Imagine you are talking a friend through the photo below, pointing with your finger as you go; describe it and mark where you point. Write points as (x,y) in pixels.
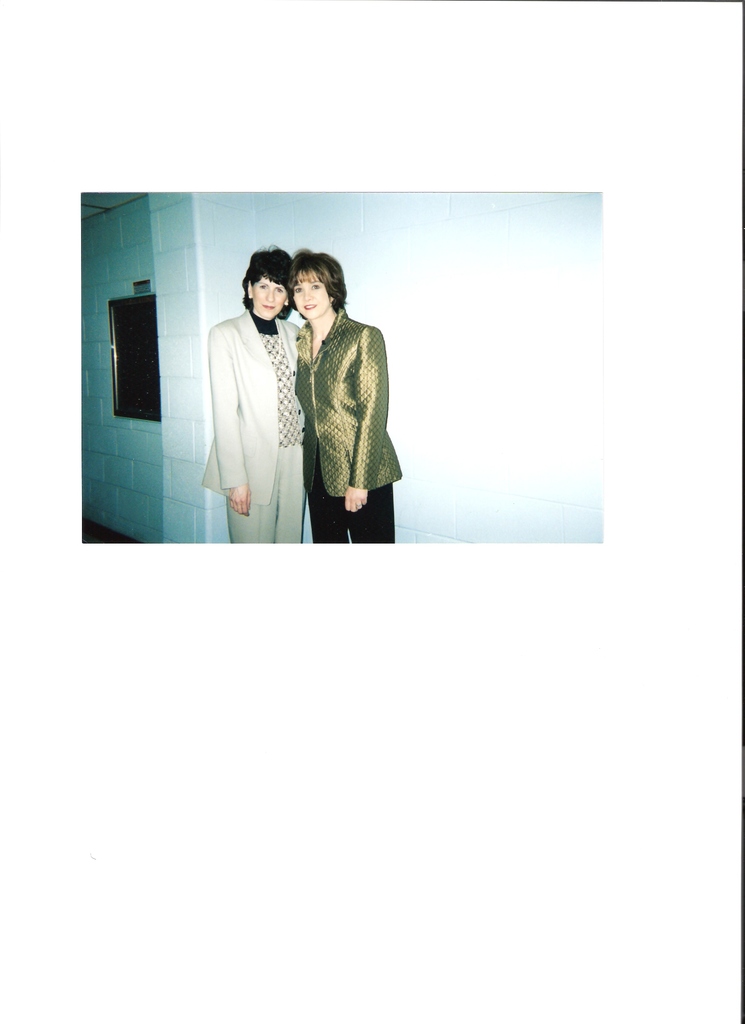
This image consists of two women (374,396). They are wearing blazers (304,446). In the background (455,264), we can see a wall (206,529). On the left (129,411), it looks like a window (121,406).
